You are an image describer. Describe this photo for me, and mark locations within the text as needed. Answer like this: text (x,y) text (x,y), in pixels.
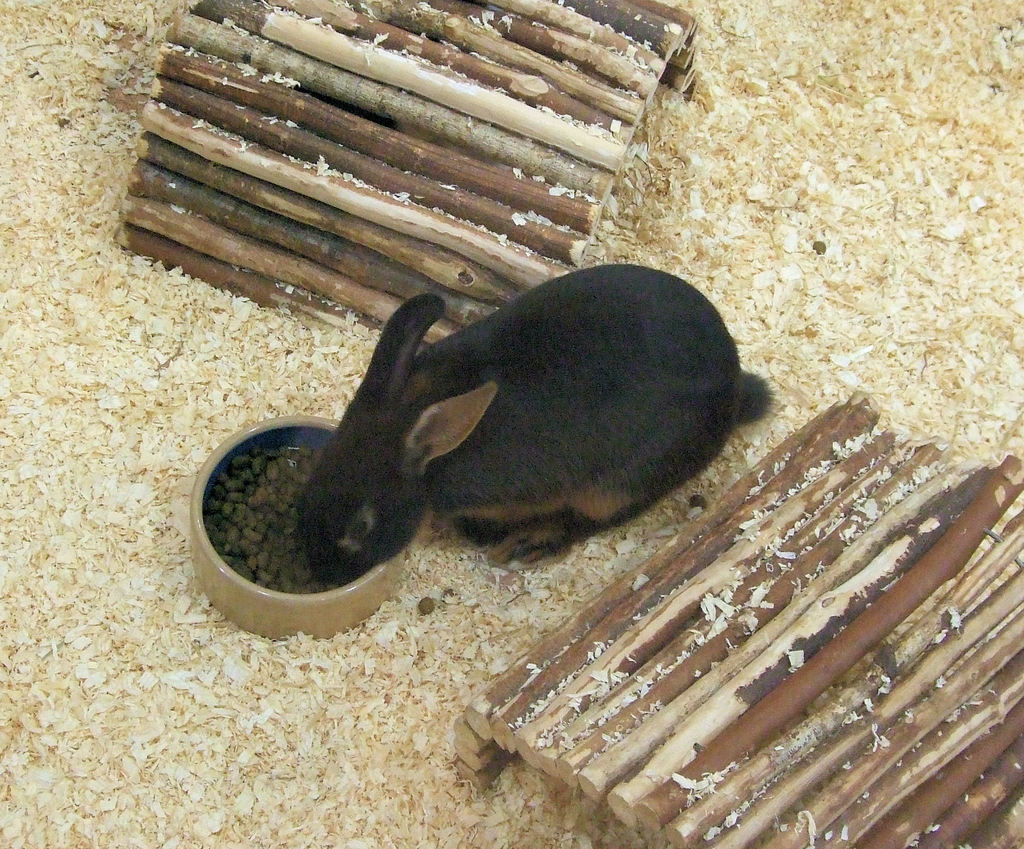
Here we can see a rabbit (539,480) eating food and there are wooden burrows (679,613).
